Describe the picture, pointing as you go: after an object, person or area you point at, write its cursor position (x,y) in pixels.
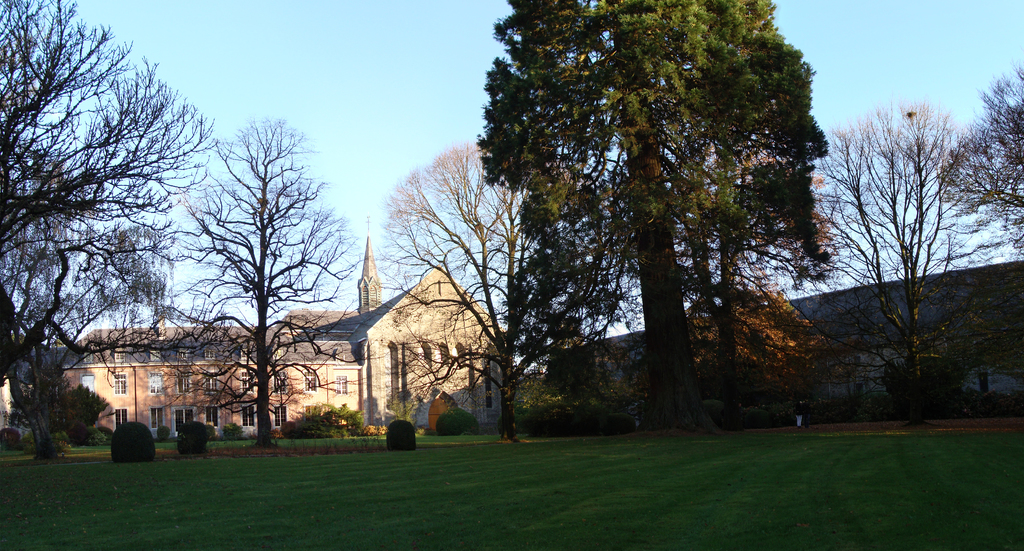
In this image there are few plants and trees (80,187) on the grassland (409,516). Left side (317,382) there is a building (478,366). Right side there is a wall (837,306). Top of the image (377,85) there is sky (358,89).
